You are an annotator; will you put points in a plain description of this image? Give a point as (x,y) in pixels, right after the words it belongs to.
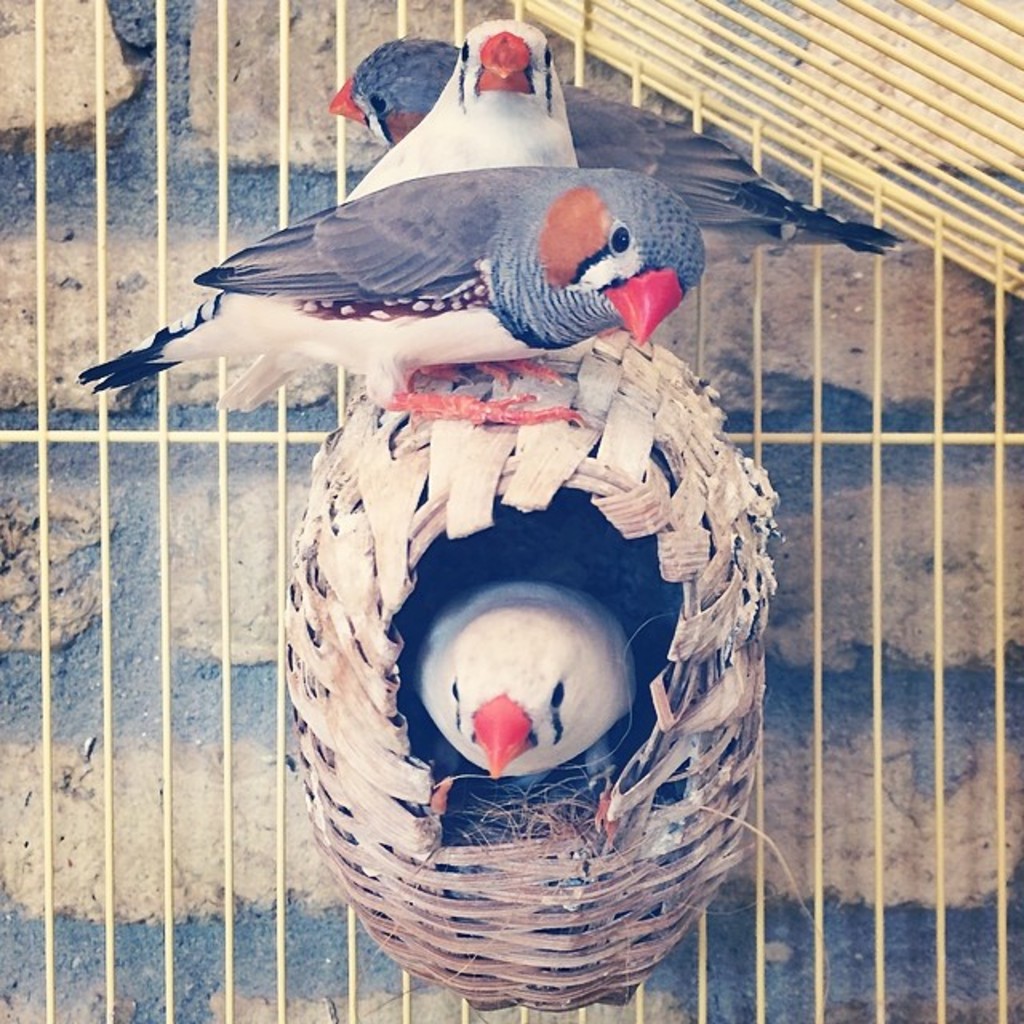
In this picture I can see few birds (529,199) are standing on the nest (569,436), one bird (522,651) is inside the nest (475,782).
